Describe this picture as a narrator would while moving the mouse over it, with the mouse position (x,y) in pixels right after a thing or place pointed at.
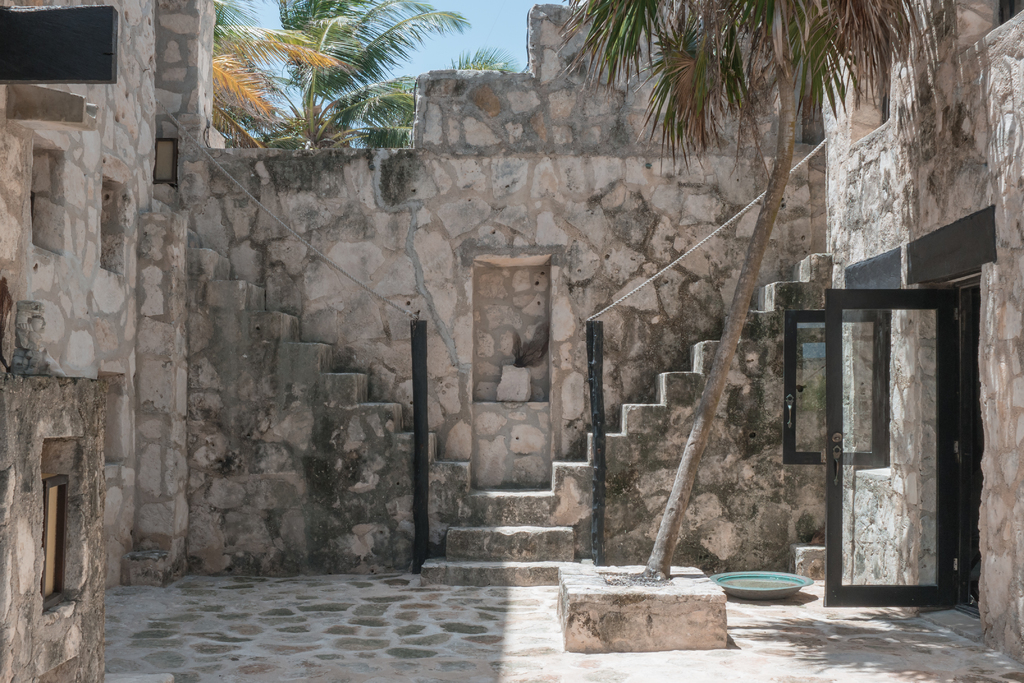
In this picture we can see a tree (664,560) on the path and on the right side of the tree (679,467) there is a glass door (873,503) to the wall (890,505) and behind the tree (671,503) there is a wall (252,361), trees (282,44) and a sky (444,48).
